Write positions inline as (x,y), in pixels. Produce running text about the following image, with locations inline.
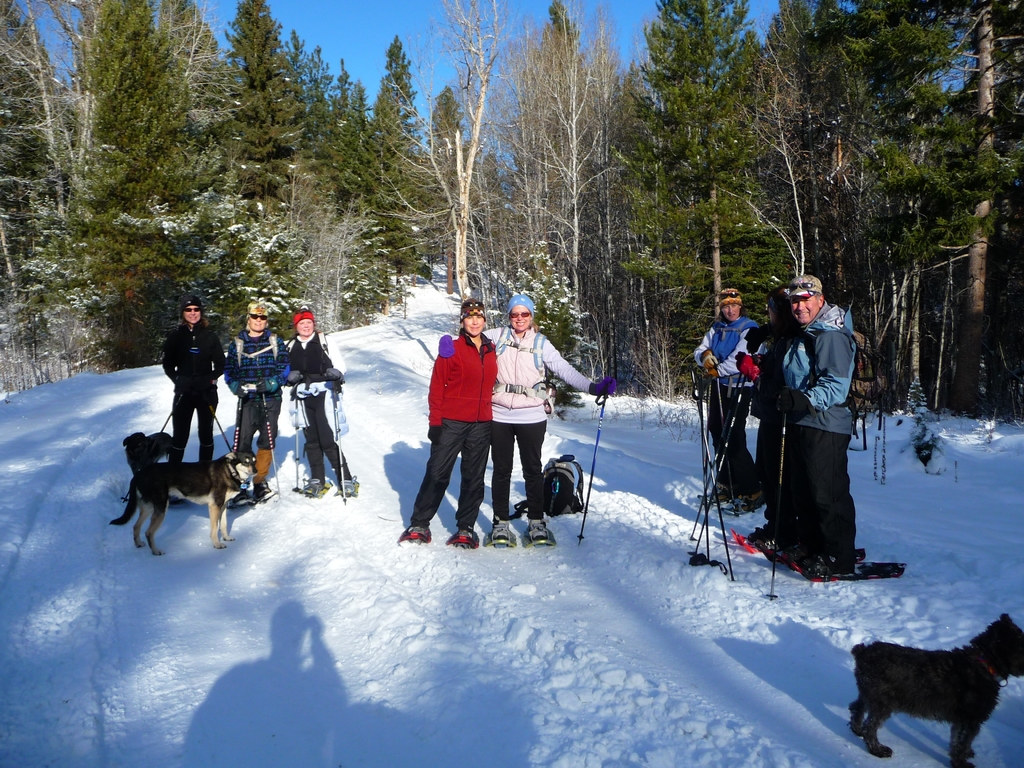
There are group of people (238,363) standing with the snowshoes (804,561) and holding ski poles (237,420) in their hands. This looks like a bag (553,472). I can see three dogs (191,478) standing. This is the snow (709,647). These are the trees (499,197).
